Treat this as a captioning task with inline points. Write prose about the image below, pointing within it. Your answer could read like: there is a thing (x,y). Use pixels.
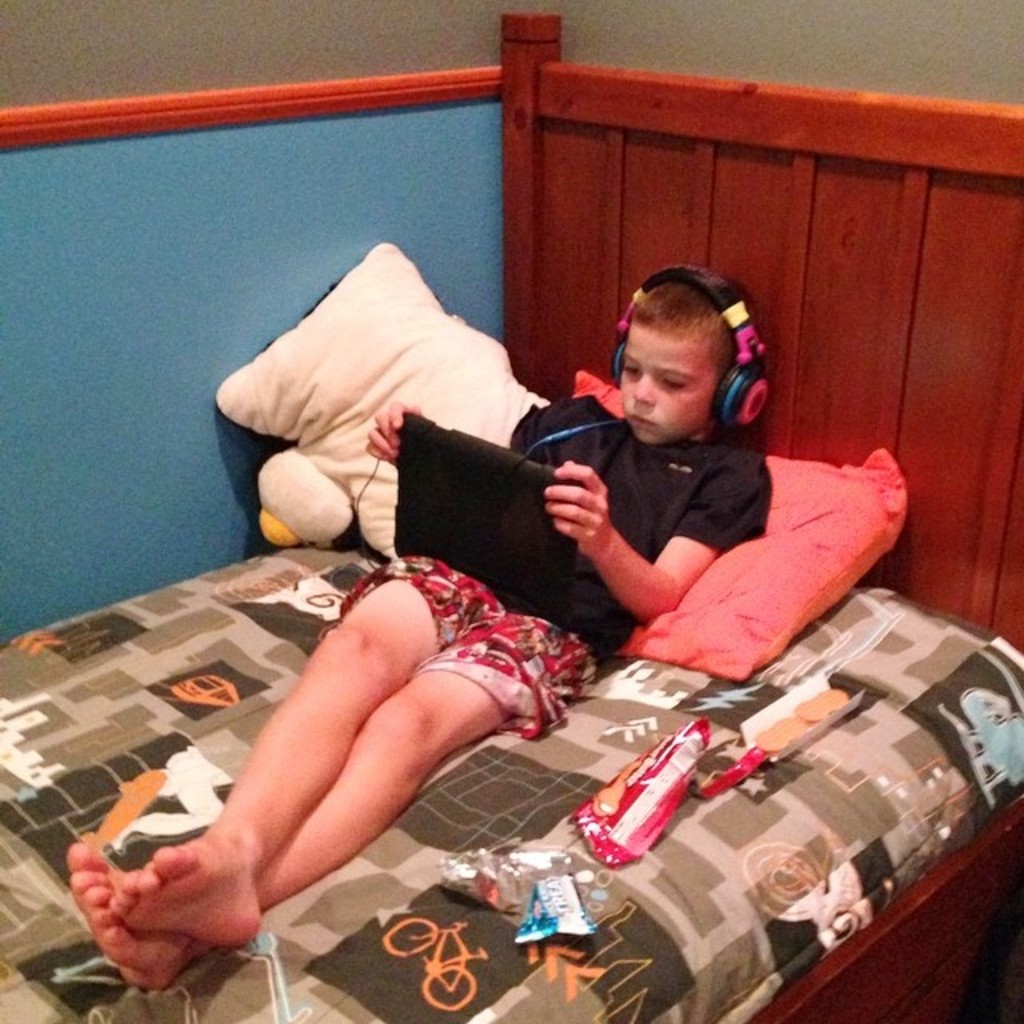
In the picture I can see a kid (653,461) wearing black T-shirt (613,502) is lying on the bed (659,672) and holding a tab (511,584) in his hands (601,513) and there are two pillows (785,481) and some other objects (671,766) beside him.
